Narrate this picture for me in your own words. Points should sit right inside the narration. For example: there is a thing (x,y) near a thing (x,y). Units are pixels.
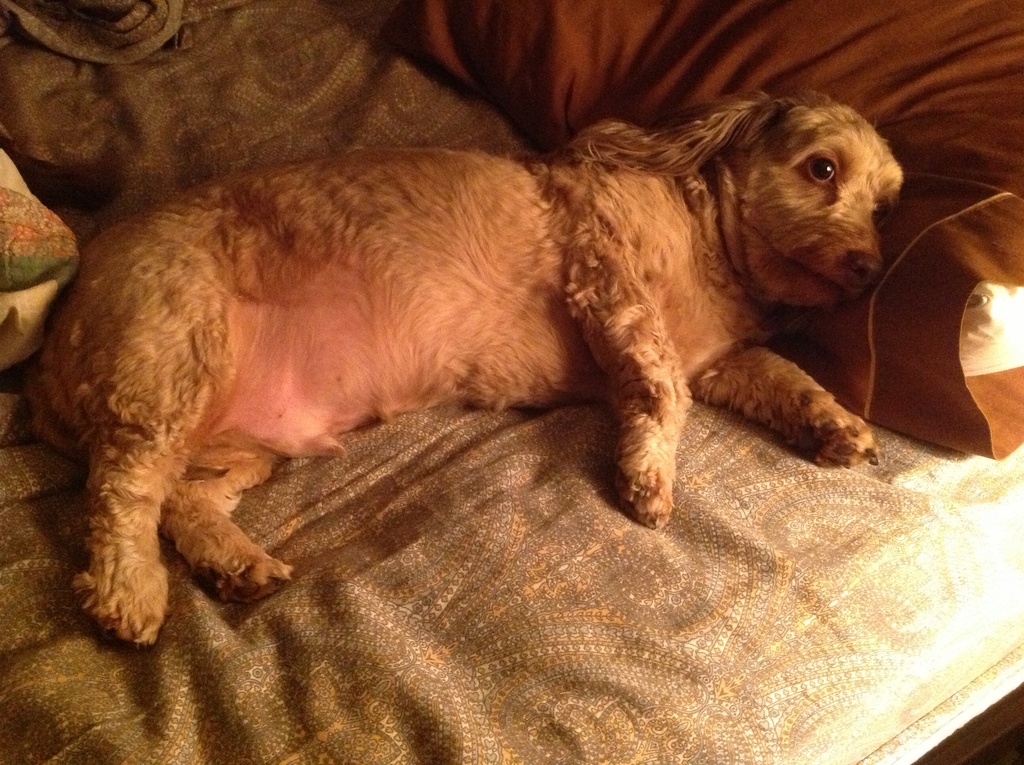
In the image we can see there is a dog (604,304) lying on the bed (887,429).
